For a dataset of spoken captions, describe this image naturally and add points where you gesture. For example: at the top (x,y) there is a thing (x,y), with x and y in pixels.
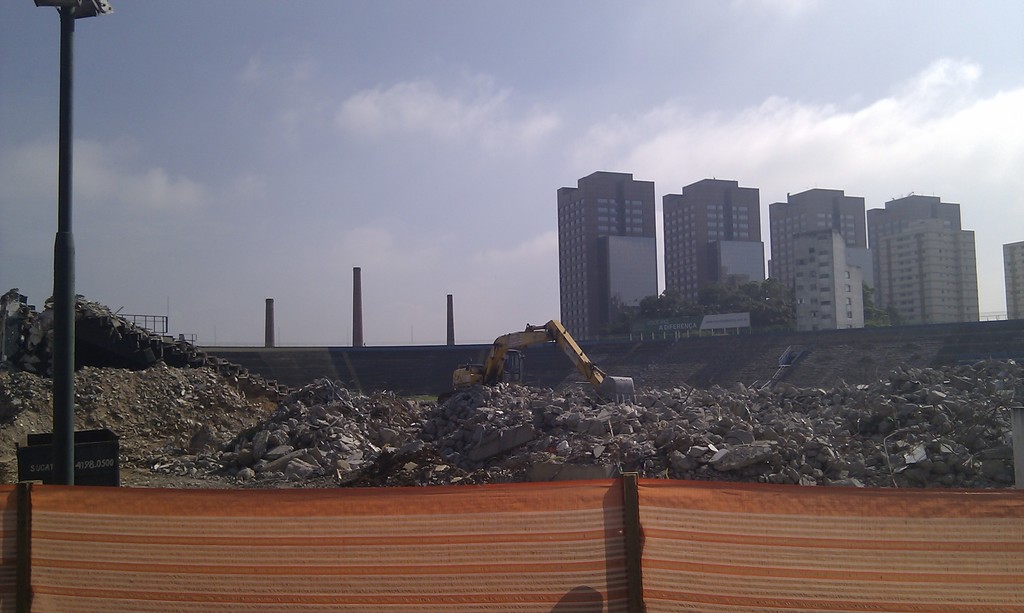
In this image there is a fence (645,523) at the bottom (563,528). Behind the fence (561,573) there are so many broken stones (765,407) and there is a crane (518,362) which is lifting the stones (588,408). In the background (640,300) there are tall buildings (737,266). At the top (430,138) there is the sky (389,107). On the left side (66,279) there is a pole (67,295). In the background (355,323) there are three pillars (362,312) on the left side (269,310).
